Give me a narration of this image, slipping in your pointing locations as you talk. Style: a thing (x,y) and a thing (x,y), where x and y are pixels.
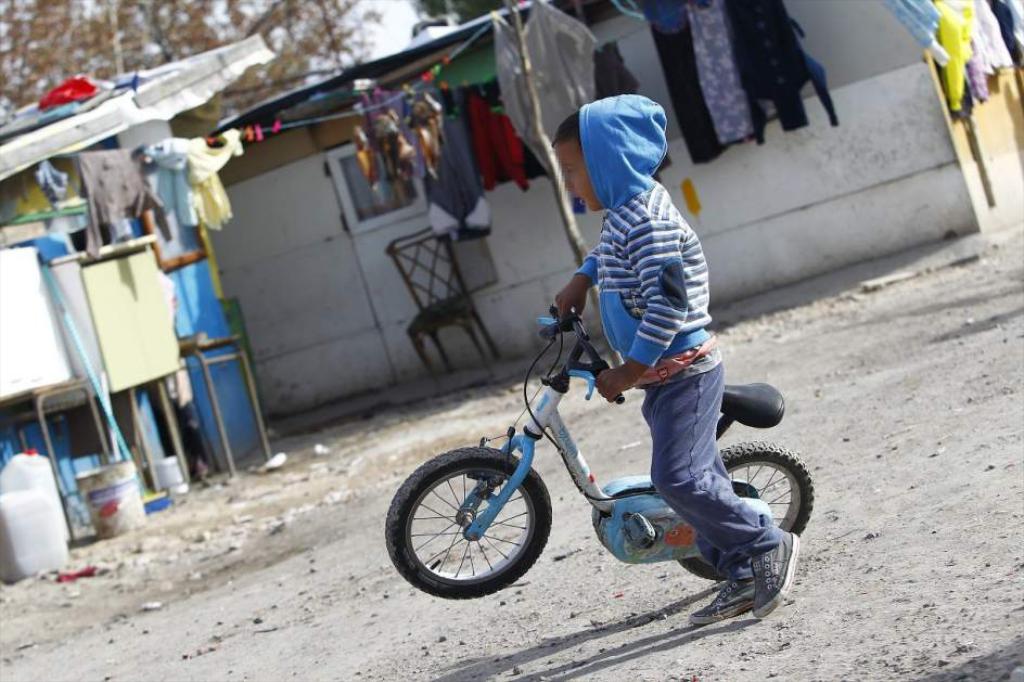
In this image there is a boy (611,381) standing and holding bicycle (552,416), beside him there is a shed (952,193) where clothes (617,50) drying outside on the rope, also there are some trees (35,89).
